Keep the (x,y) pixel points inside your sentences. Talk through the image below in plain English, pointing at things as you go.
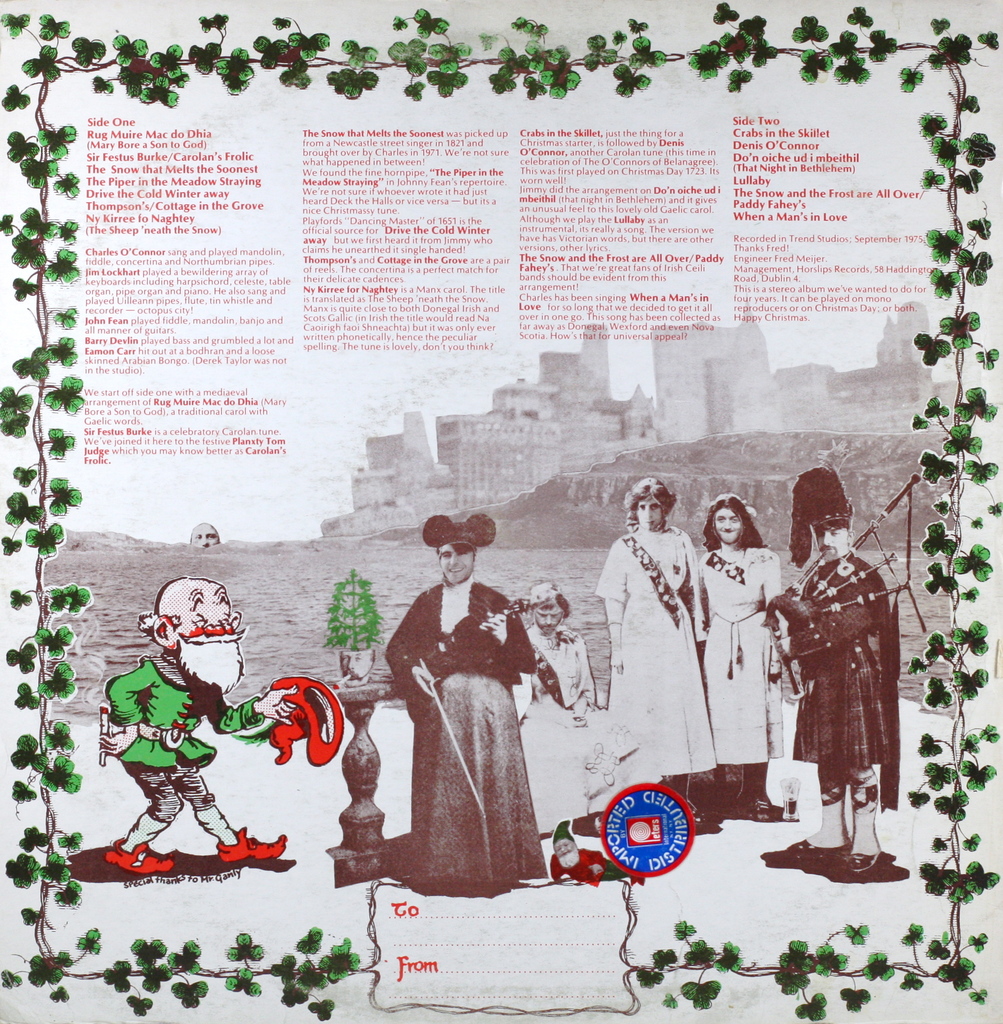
In this picture I can see a paper (423,279) on which there is something written and I see pictures (645,596) of few persons (633,596) and few cartoon characters (200,752) and I see the design (64,669) of leaves (501,49) around the paper (249,930).
